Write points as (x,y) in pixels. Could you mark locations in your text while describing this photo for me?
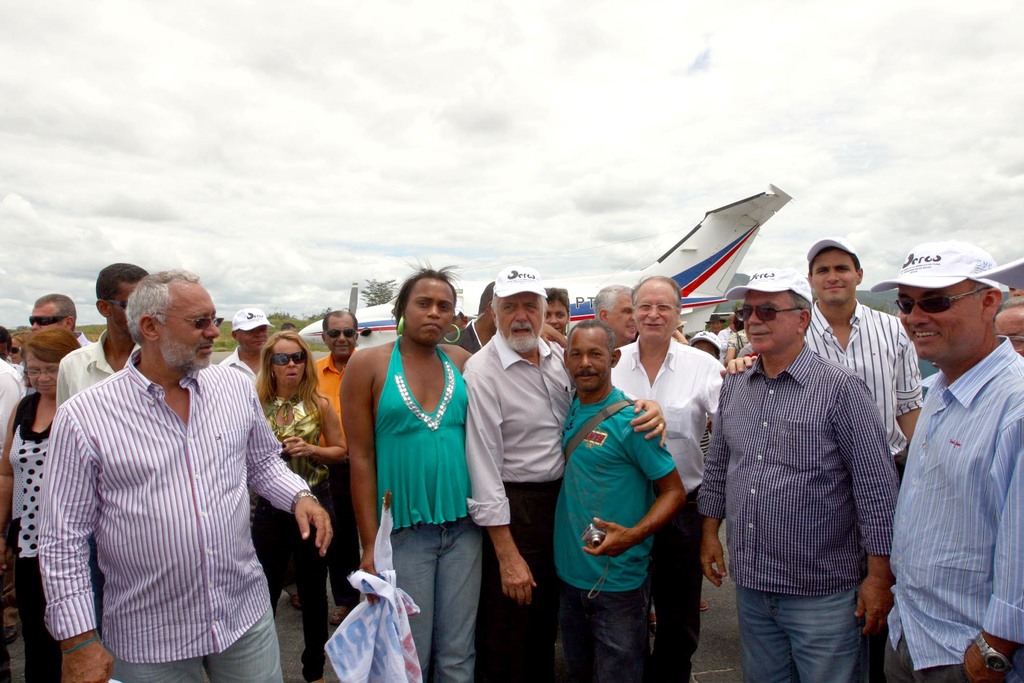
In the foreground of this image (554,545), there are persons (617,435) standing. In the background (703,263), there is an airplane (718,225), sky (665,63) and the cloud (451,57).
